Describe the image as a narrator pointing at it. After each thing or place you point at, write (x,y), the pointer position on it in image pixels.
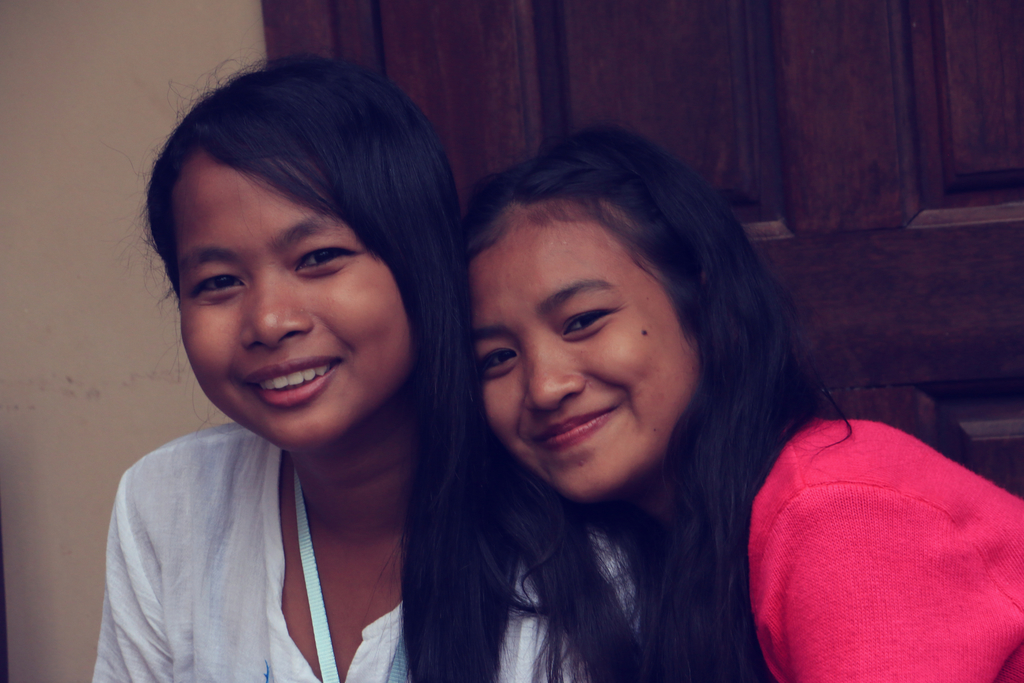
In this image in the front (324,419) there are persons (469,470) smiling. In the background (473,110) there is door (703,86).
